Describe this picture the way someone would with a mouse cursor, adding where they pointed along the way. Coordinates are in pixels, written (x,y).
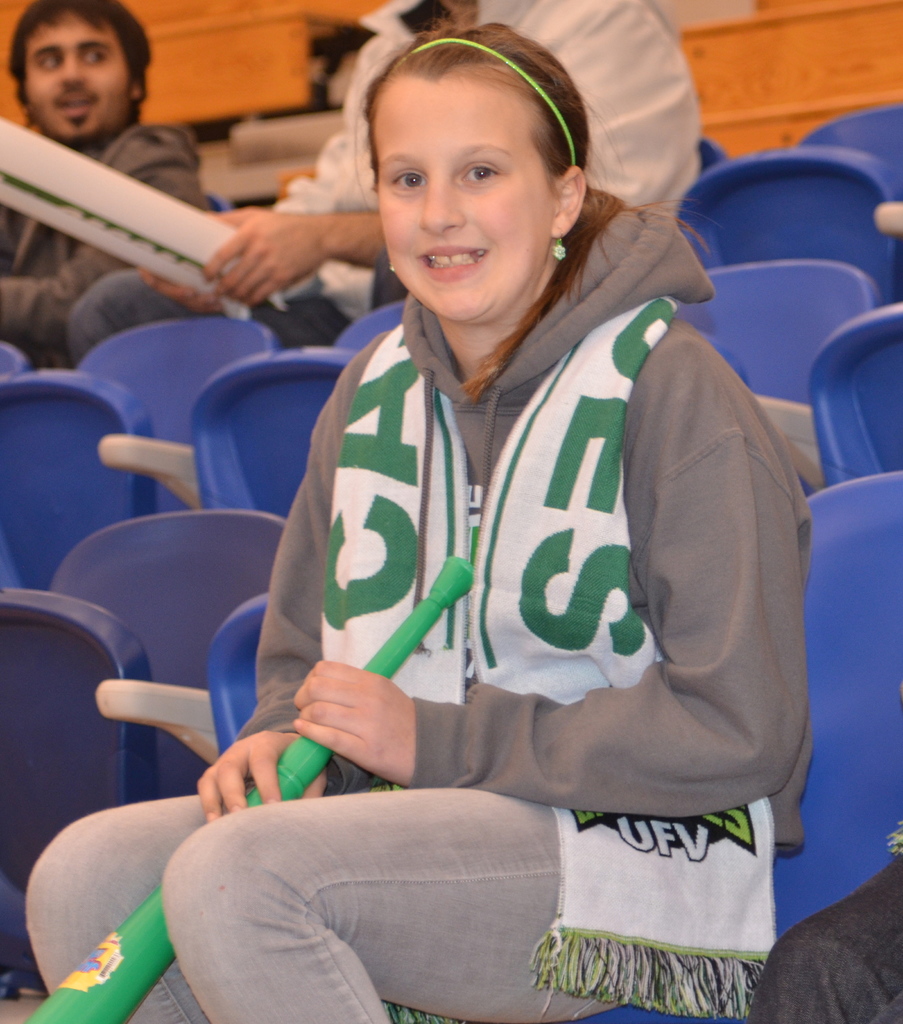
In this image we can see a girl (380,806) sitting and holding an object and posing for a photo and behind we can see some chairs (792,367) and there are two persons (585,18) sitting in the background (373,183) and one among them is holding an object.
